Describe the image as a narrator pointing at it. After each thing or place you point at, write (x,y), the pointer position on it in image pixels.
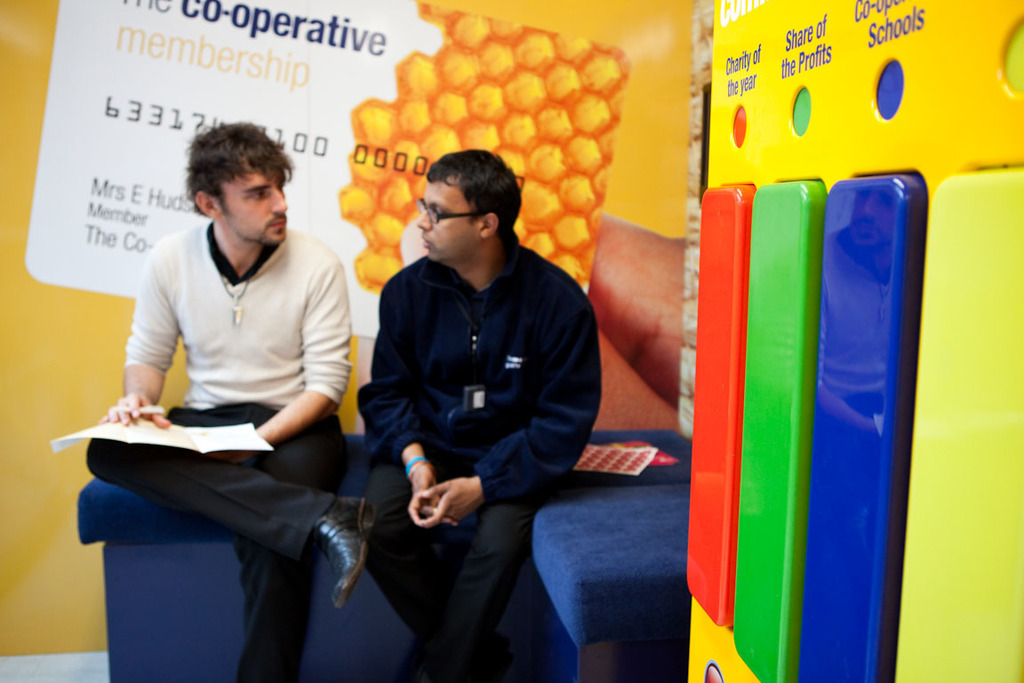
In this picture I can observe two men (432,424) sitting on the sofa (196,571). One of them is wearing spectacles (445,213). In the background (136,197) I can observe wall (309,101).
